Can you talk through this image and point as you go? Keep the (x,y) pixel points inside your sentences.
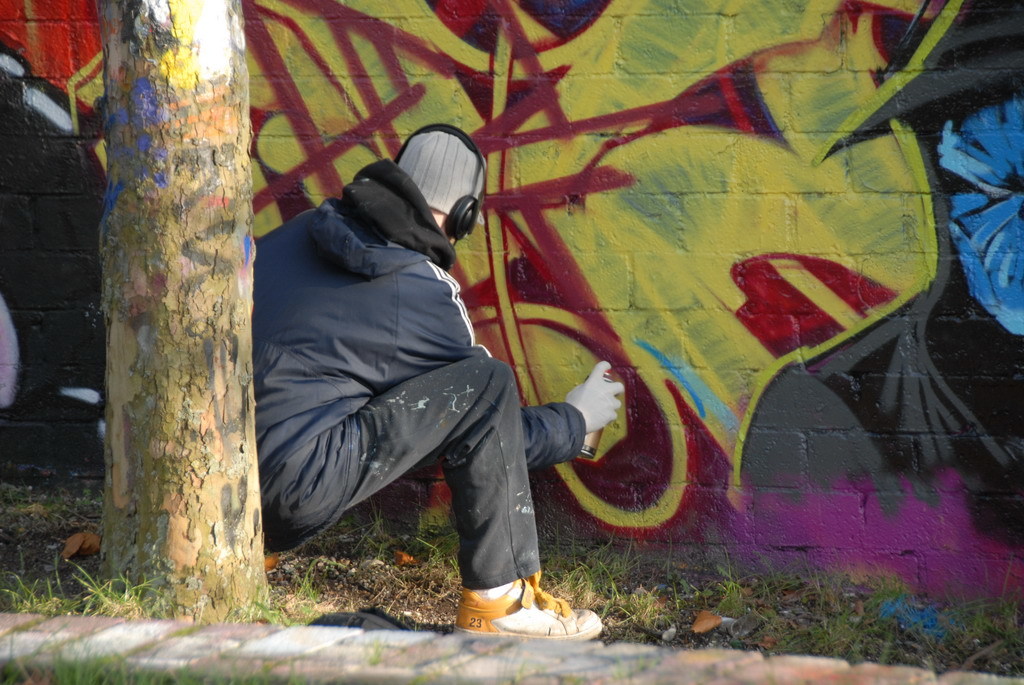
In this image there is a branch (153,254), person (393,369), grass (848,623) and wall (729,123). Person (320,379) wore a jacket (334,311), headset (460,134) and holding a spray bottle (595,431). Graffiti (863,264) is on the wall (588,142).
